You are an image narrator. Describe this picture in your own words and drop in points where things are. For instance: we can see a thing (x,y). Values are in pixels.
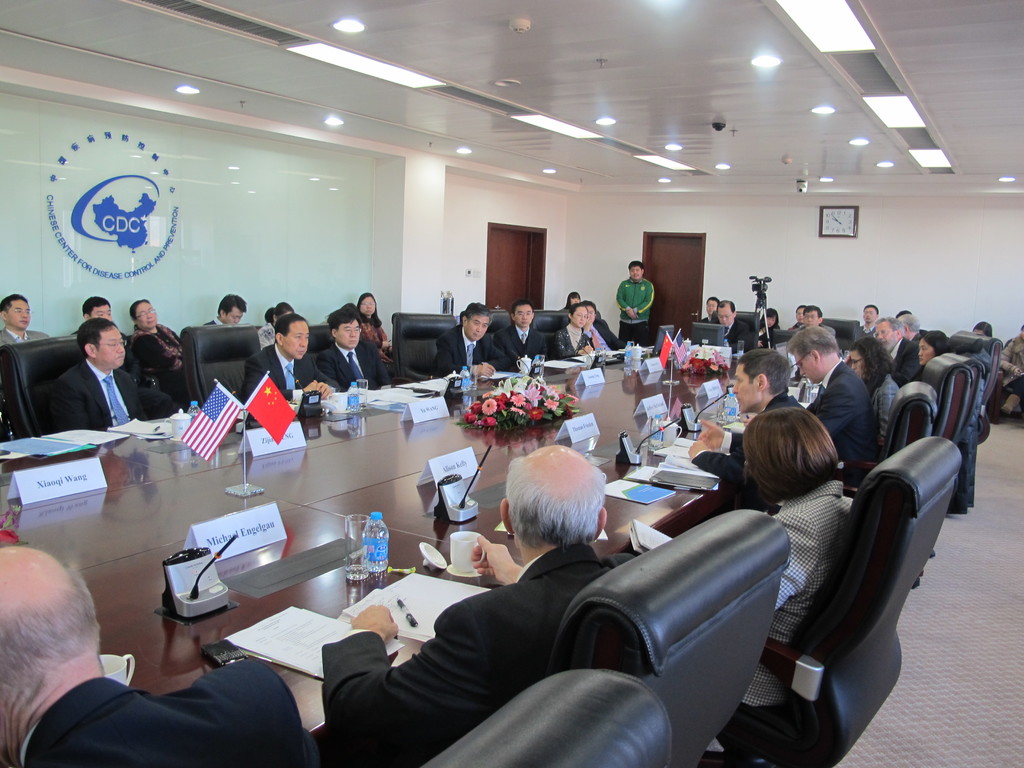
There are many people (487,699) in the room (829,308). Most of them are sitting on chairs (769,555). In the middle (444,467) on a table (182,532) there are name plates (426,469), mics (182,551), flowers (489,411), flags (269,431), cups (468,541), bottles (382,544), glasses (363,531), papers (323,618), pen (404,605) and few other things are there. On the ceiling (463,70) there are lights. Here there is a clock (835,216). Two persons (623,291) are standing here. These are doors (666,259). This is a glass wall (214,237).
